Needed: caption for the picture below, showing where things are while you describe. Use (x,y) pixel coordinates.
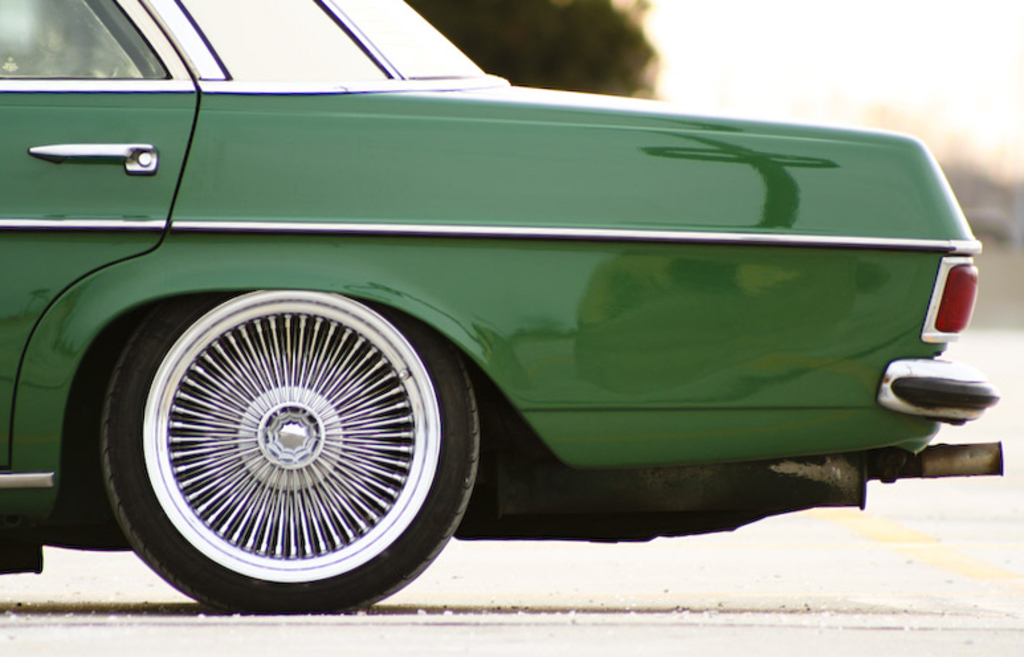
In this image I see a car (524,177) which is of green in color and I see the red color side light (956,283) over here and I see the wheel (134,400) and I see that this car (492,531) is on the road (927,584) and I see it is white in the background (842,87).
